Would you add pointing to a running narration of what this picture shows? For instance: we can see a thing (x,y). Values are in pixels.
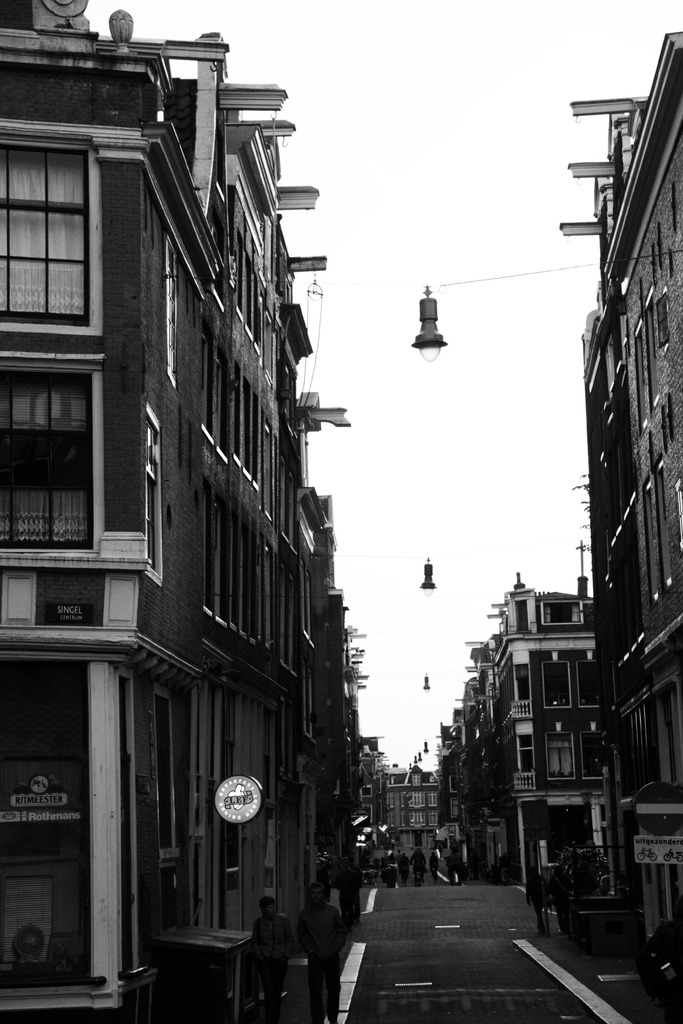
This picture is clicked in the city. Here, we see many people (333,934) walking on the road (426,957) and on either side of the road (486,928), there are buildings (547,718). Beside the building (547,718), we see a caution board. At the top of the picture (358,118), we see the sky (396,331) and the street lights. This is a black and white picture.
